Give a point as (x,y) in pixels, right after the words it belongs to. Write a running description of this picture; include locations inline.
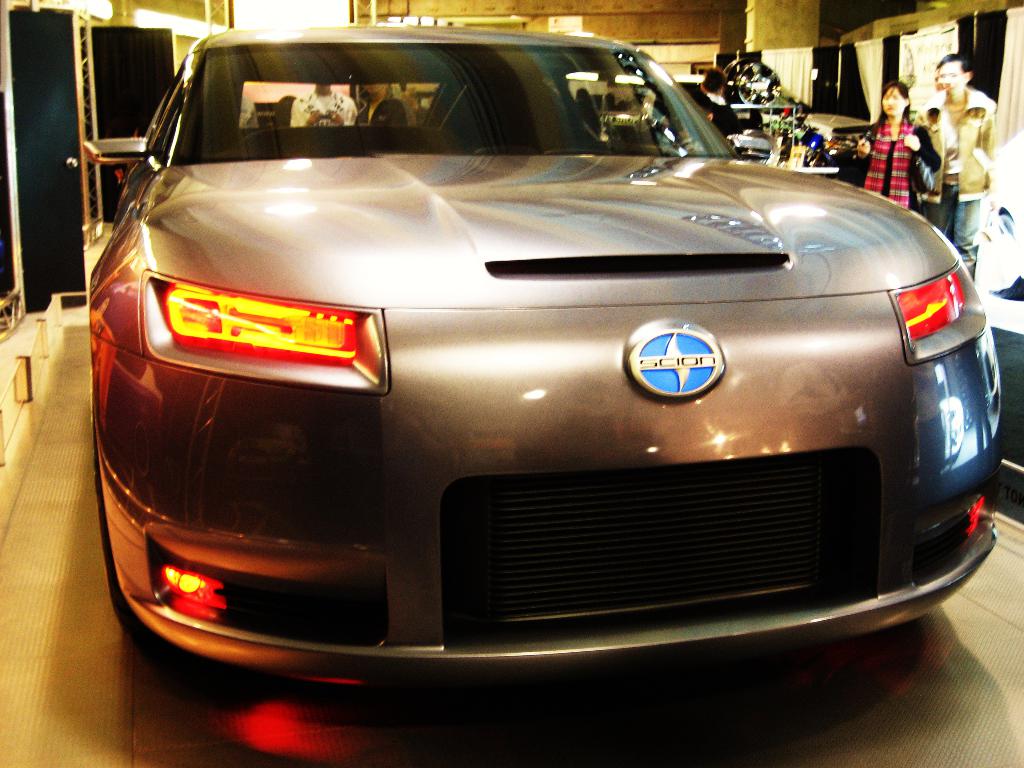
In this image I can see car (606,247) which is in ash color. Back I can see few people (727,127). The car (574,364) is on the brown color floor (63,556).
